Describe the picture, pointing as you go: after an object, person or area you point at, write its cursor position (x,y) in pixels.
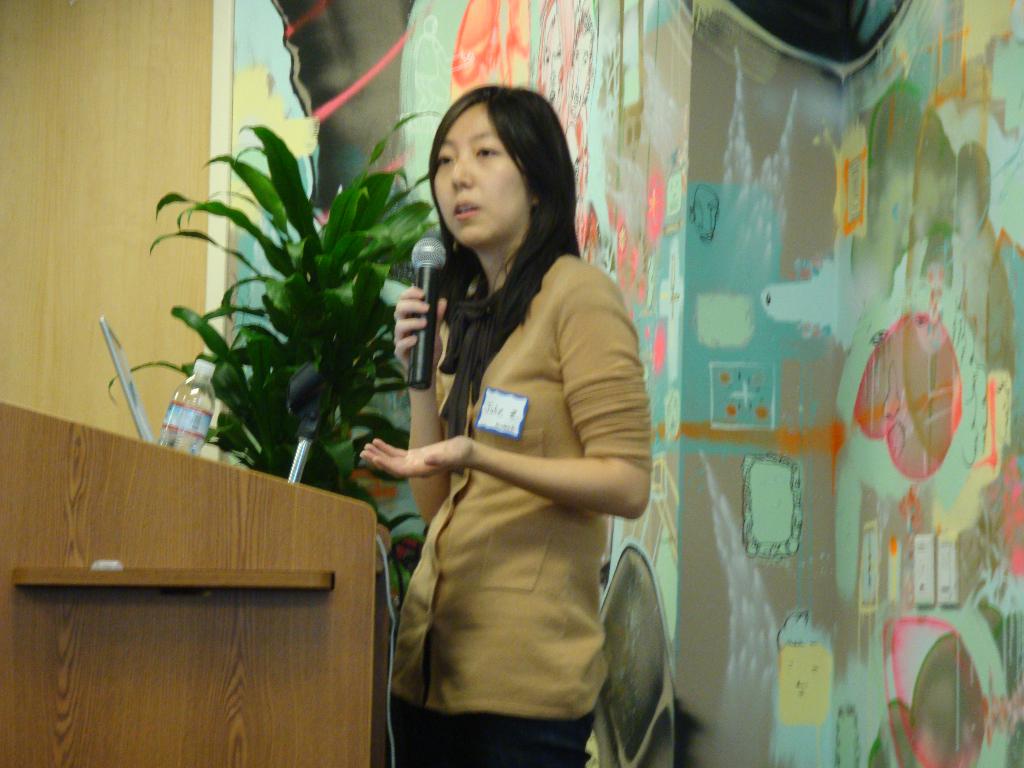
In this image we can see a woman (457,457) is standing near the podium (235,524), she is holding a microphone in the hand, there is a laptop (117,365), water bottle (207,365) on it, there is a plant (275,188), at the back (204,187) there is a wall (305,162).
